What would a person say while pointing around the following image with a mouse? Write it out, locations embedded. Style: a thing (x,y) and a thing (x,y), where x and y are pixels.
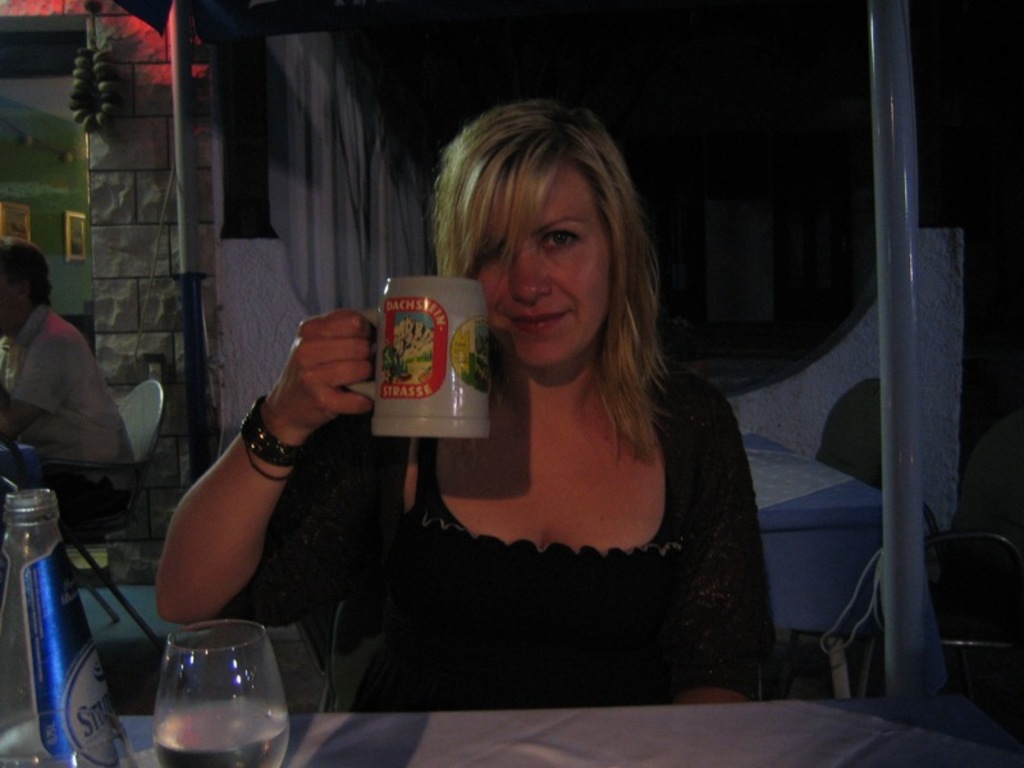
In this image we can see two persons (402,484). In front (429,417) the woman (420,557) is holding a cup (418,388). At the background (150,181) we can see a wall (144,223) and frames (74,228) are attached to the wall (47,173).
